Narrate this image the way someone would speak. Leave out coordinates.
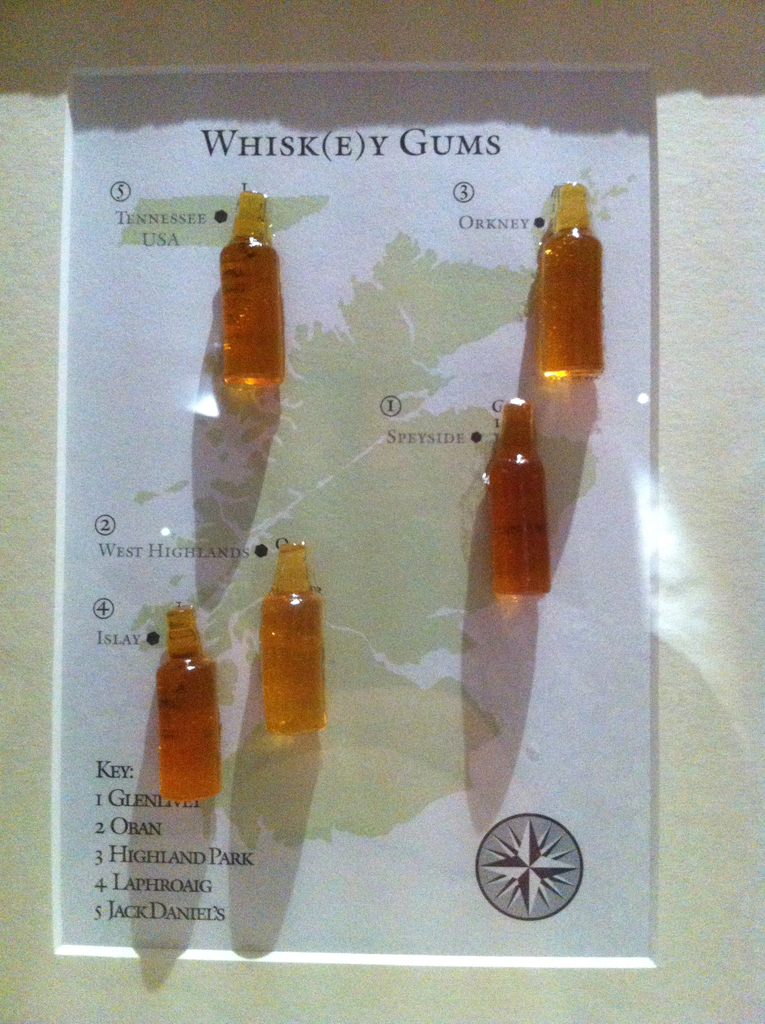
In this image I can see few small bottles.
